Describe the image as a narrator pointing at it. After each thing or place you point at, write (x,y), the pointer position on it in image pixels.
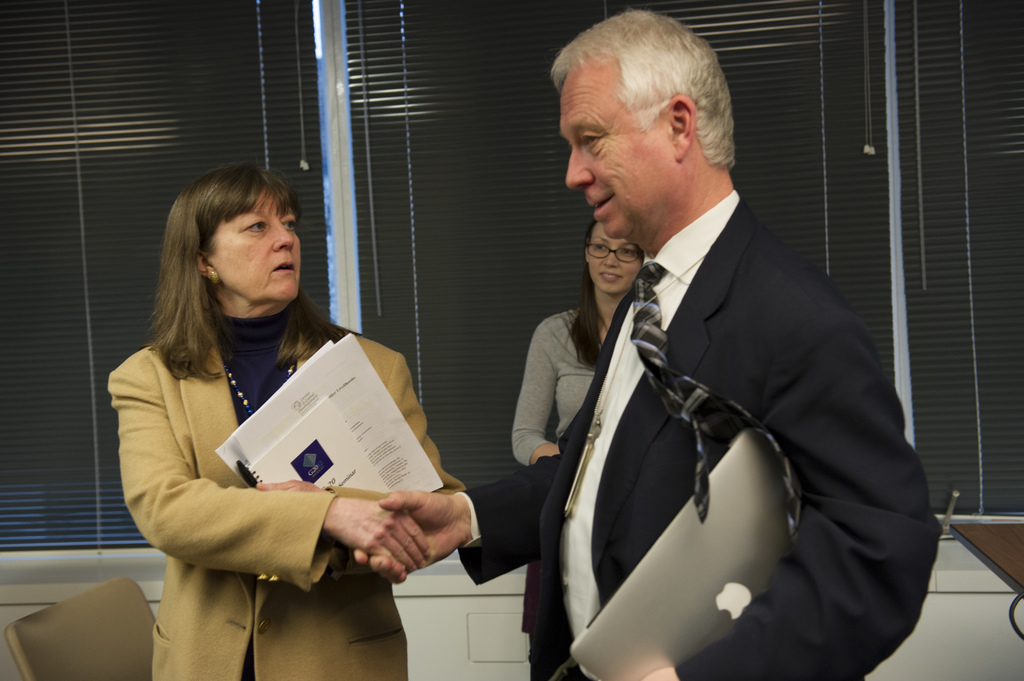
In this image a person (840,495) wearing suit (840,565) and tie (791,490) is holding laptop (737,462). He is shaking the hand (366,529) of a woman (365,536). She is holding few papers (325,427) in her hand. Behind this person (586,397) there is a woman (586,339) standing. She is wearing spectacles (596,254). Behind them there are windows (7,510) covered with curtains (982,91). Left bottom there is a chair (110,645). Right bottom there is a table (959,525).
